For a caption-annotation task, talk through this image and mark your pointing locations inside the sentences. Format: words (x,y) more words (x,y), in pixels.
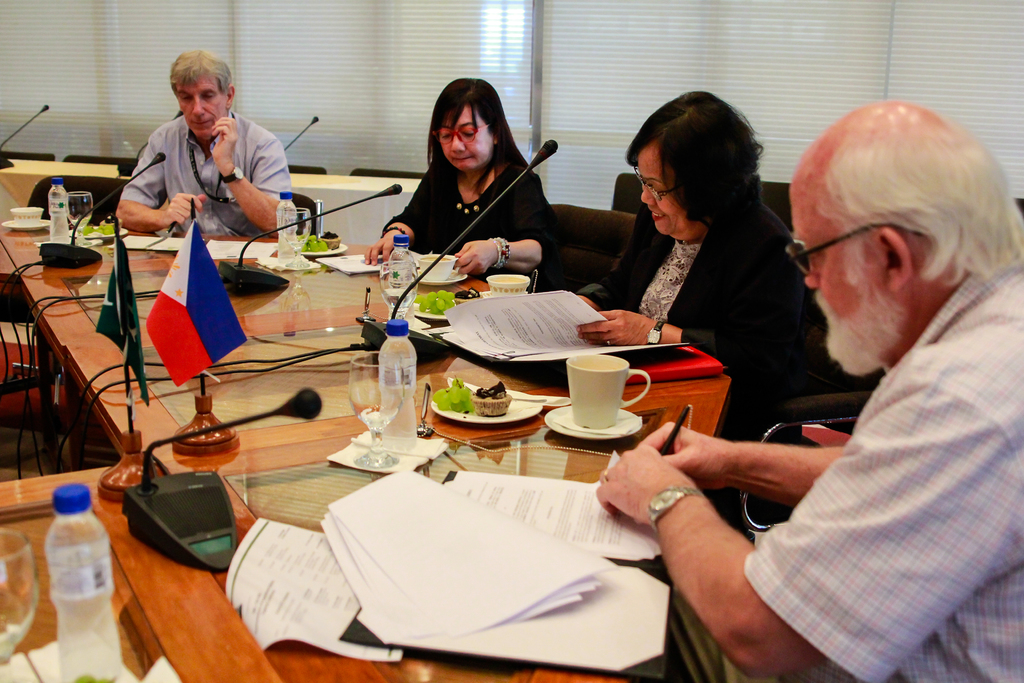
In this picture we can see four persons (664,305) sitting on chairs (815,393) in front of a table (449,364), there are cups (586,389), saucers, papers (520,343), plates (442,298), two flags (174,315), microphones (394,308), bottles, glasses (381,448) present on the table (290,325), in the background (673,41) we can see window blinds (492,48).
